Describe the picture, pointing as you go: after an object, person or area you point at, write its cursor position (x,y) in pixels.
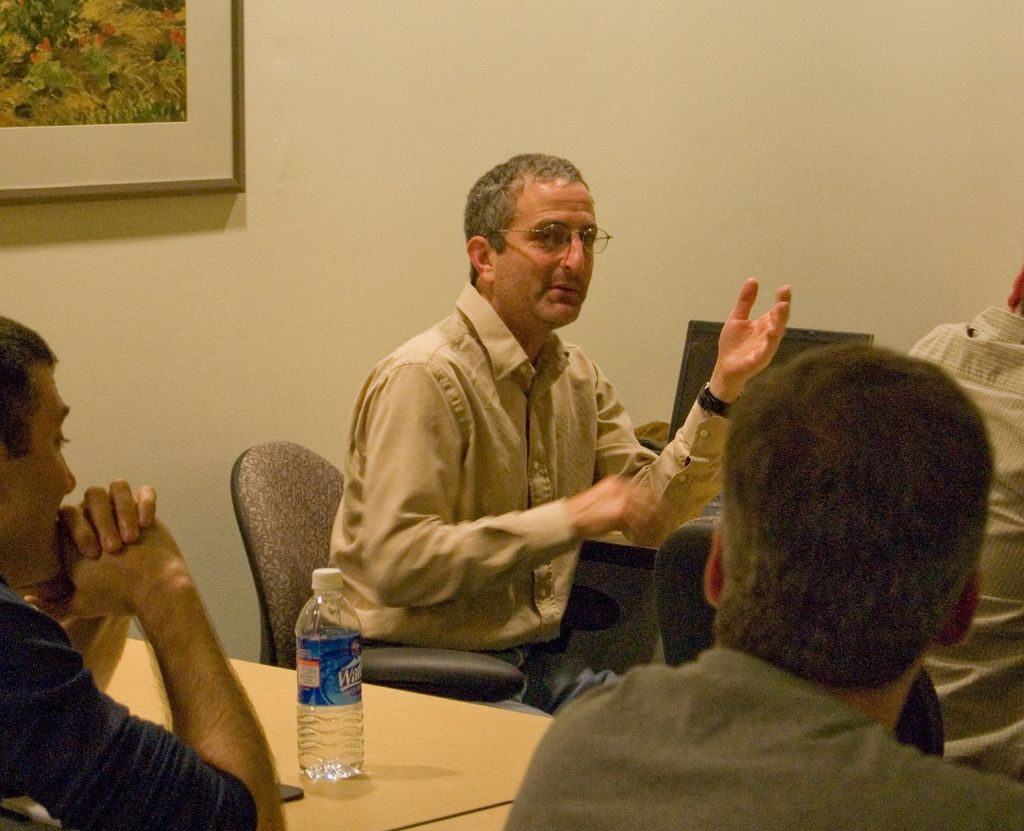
There is a man (455,389) in the picture, sitting in the chair (519,688) in front of a table (393,759) on which a computer (698,321) is placed. There are other two members (103,697) sitting in front of him. On the table (387,742) water bottle (321,668) is placed. In the background (184,150) there is a photo frame (184,116) attached to the wall (543,109).
